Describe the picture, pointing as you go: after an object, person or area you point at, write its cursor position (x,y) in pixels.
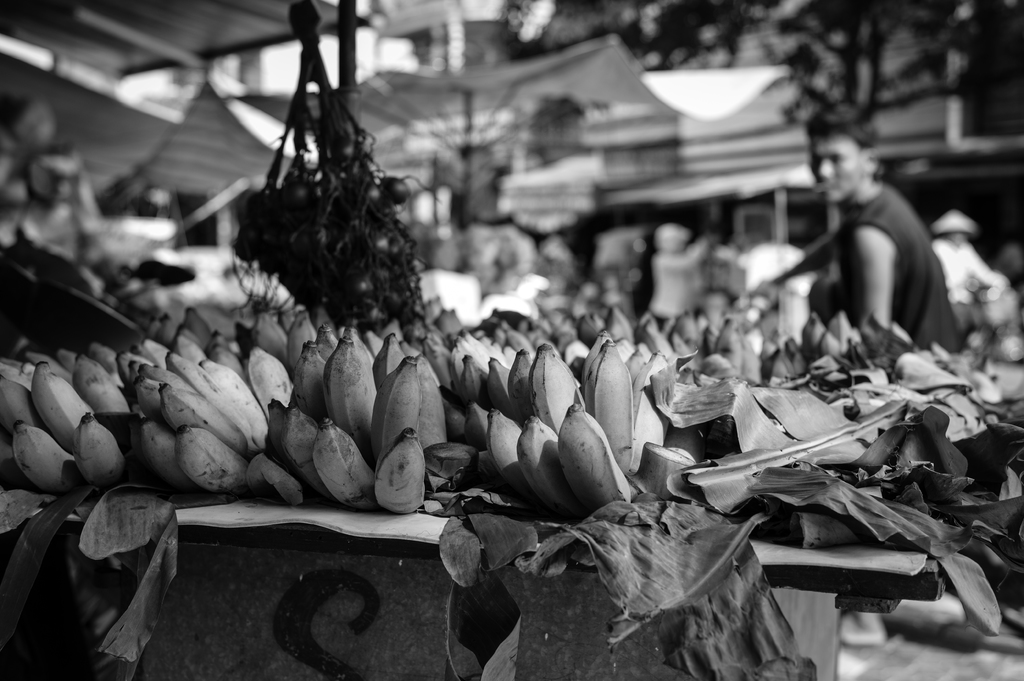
In the image in the center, we can see one table (351,610). on the table (353,627), we can see leaves (742,459) and bananas (559,366). In the background (651,162), we can see buildings (638,123), tents (92,118), banners (561,202), trees (798,26) and few people (887,255).
